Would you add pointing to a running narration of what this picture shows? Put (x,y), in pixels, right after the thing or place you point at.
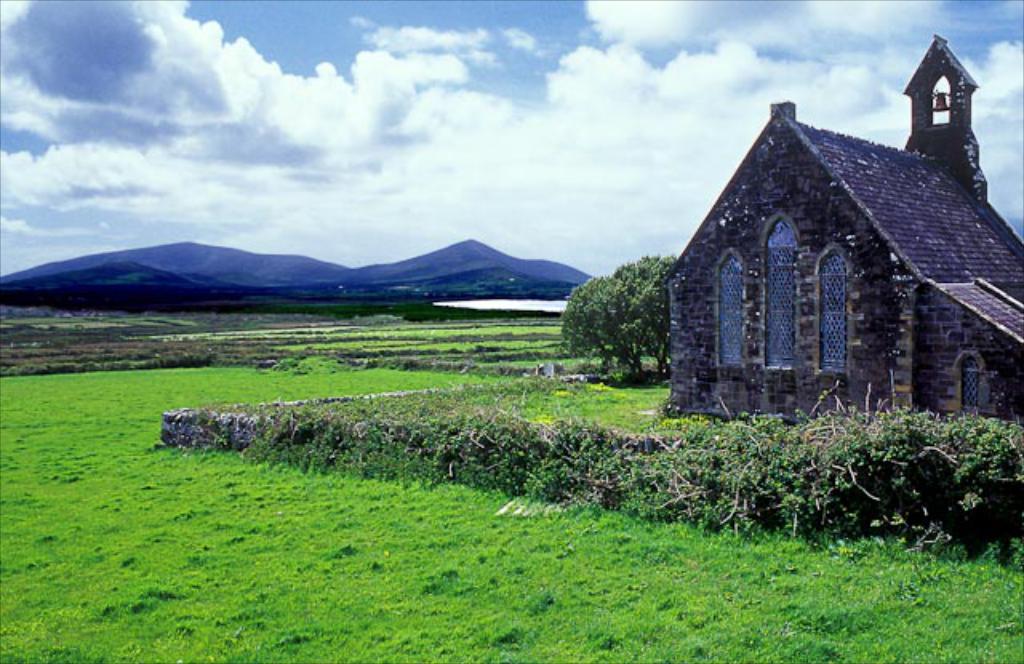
This image consists of grass (459,376), plants (361,431), trees (662,372), houses (811,363), farms (528,361), water (551,307), mountains (496,267) and the sky (586,268). This image is taken may be near the farms (461,338).
